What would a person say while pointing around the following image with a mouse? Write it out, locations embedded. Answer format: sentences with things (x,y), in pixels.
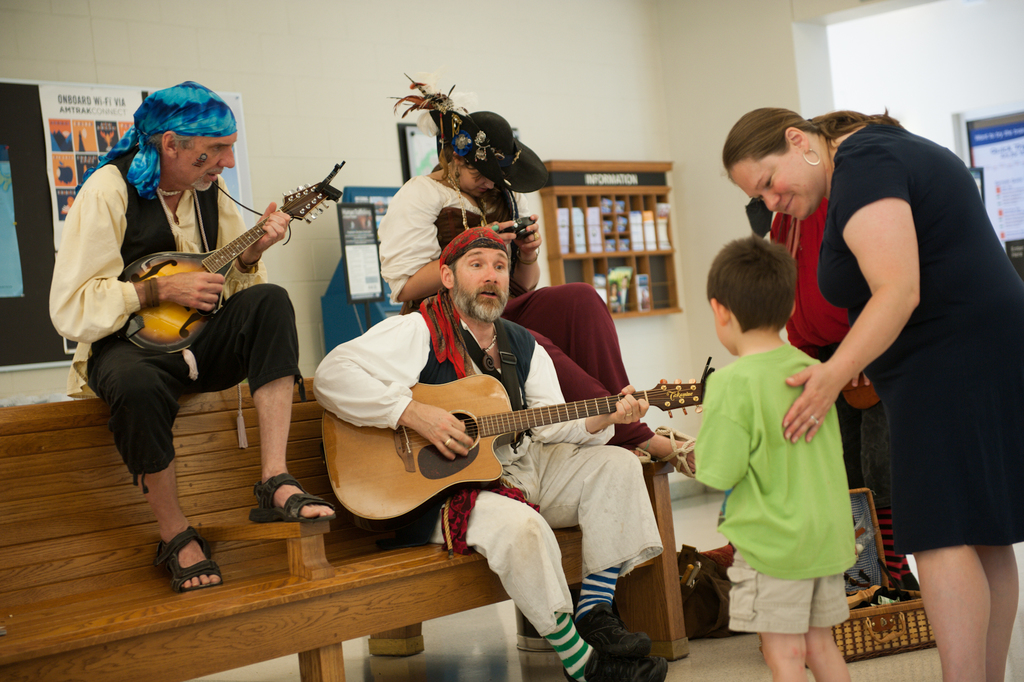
In this image I see few people (85,203) and I see that 2 men (117,184) over here are sitting on the bench (114,505) and they are with the musical instruments (493,419), I can also see that this woman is smiling. In the background (595,34) I can see the wall (982,88), few papers (61,131) on the notice board (45,176) and a bag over here.
